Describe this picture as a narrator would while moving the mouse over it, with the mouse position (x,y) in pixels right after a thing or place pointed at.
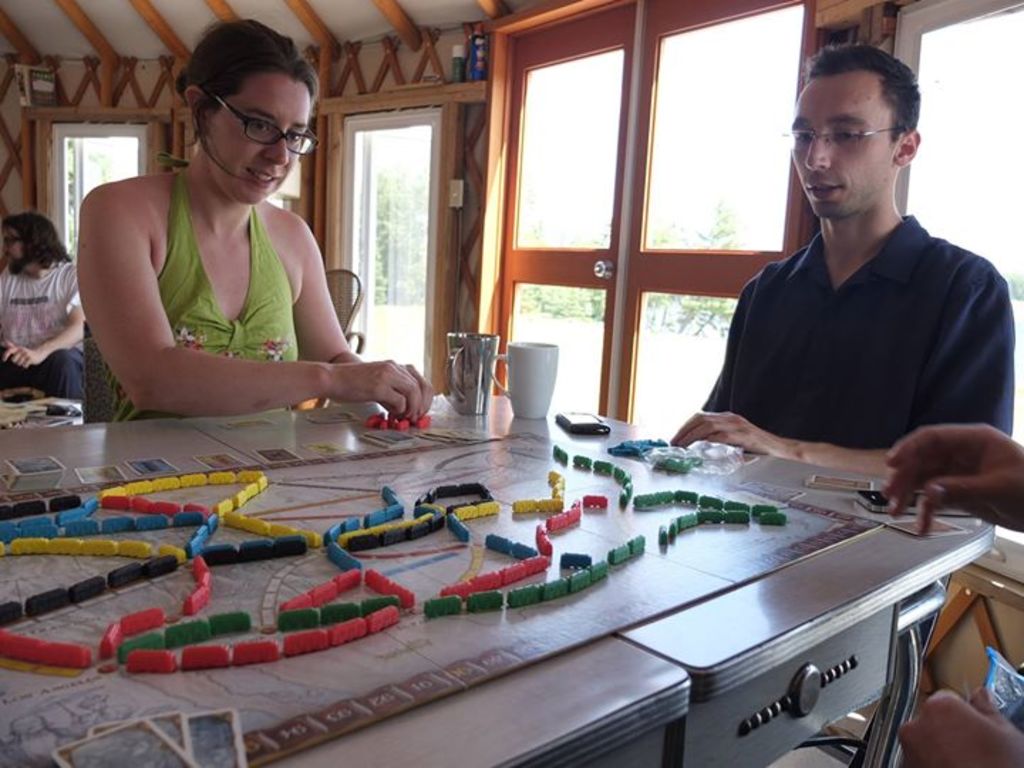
The four persons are sitting on a chairs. They are wearing spectacles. There is a table (673,643). There is a game (526,490), mobile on a table (508,408). We can see in the background (620,296) door (718,276), wooden wall (492,315) and trees (427,192).
